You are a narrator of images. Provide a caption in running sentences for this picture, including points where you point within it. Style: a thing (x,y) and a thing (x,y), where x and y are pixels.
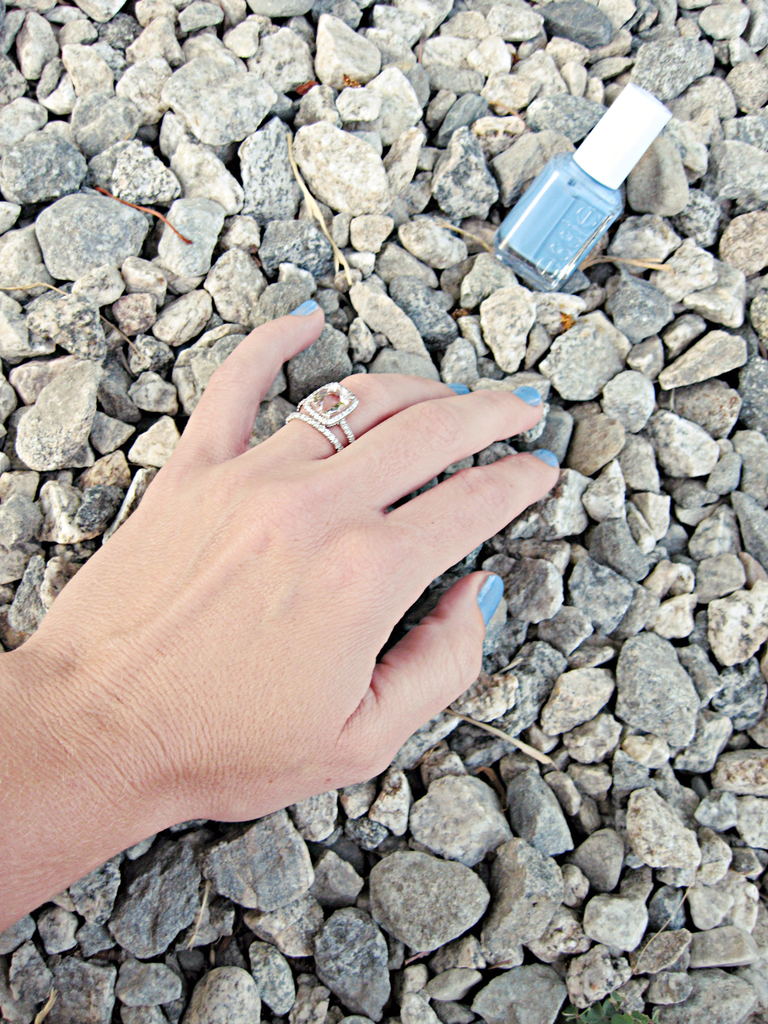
In this image we can see a person's hand (357,605) placed on stones (521,308). In the background (554,216) we can see a nail polish bottle (573,184).
